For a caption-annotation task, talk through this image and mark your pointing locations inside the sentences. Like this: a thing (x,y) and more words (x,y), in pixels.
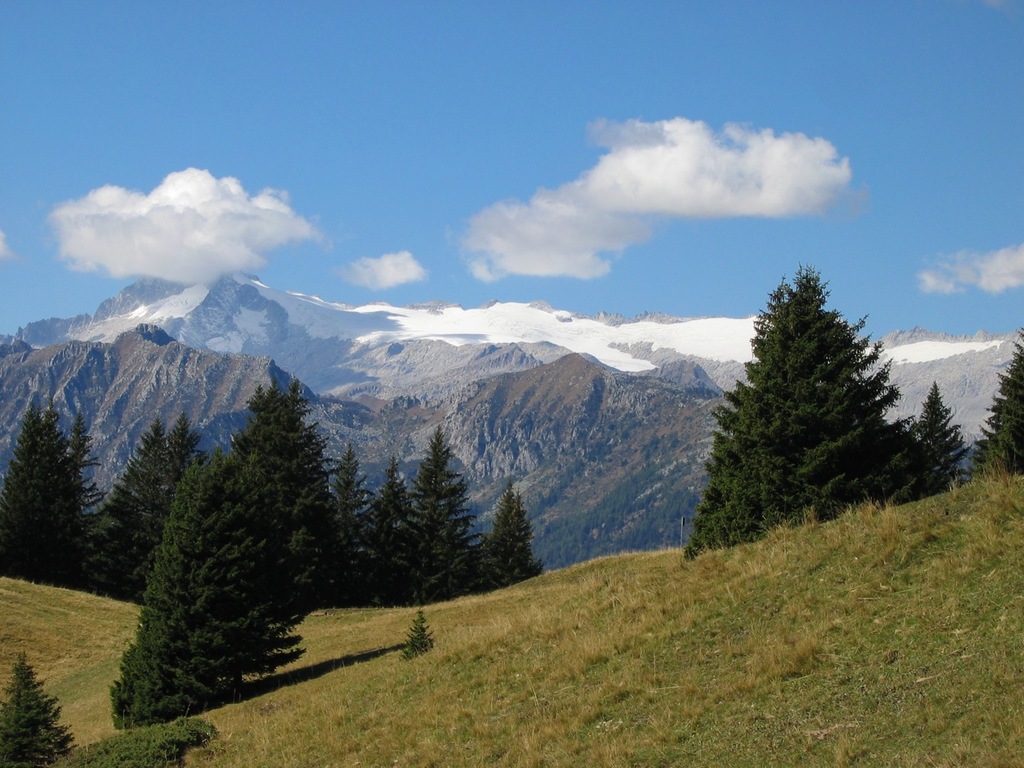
In this picture I can see trees (934,483), hills (498,449), I can see snow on the hills (14,385) and grass (421,677) on the ground (982,742). I can see a blue cloudy sky (457,177).
